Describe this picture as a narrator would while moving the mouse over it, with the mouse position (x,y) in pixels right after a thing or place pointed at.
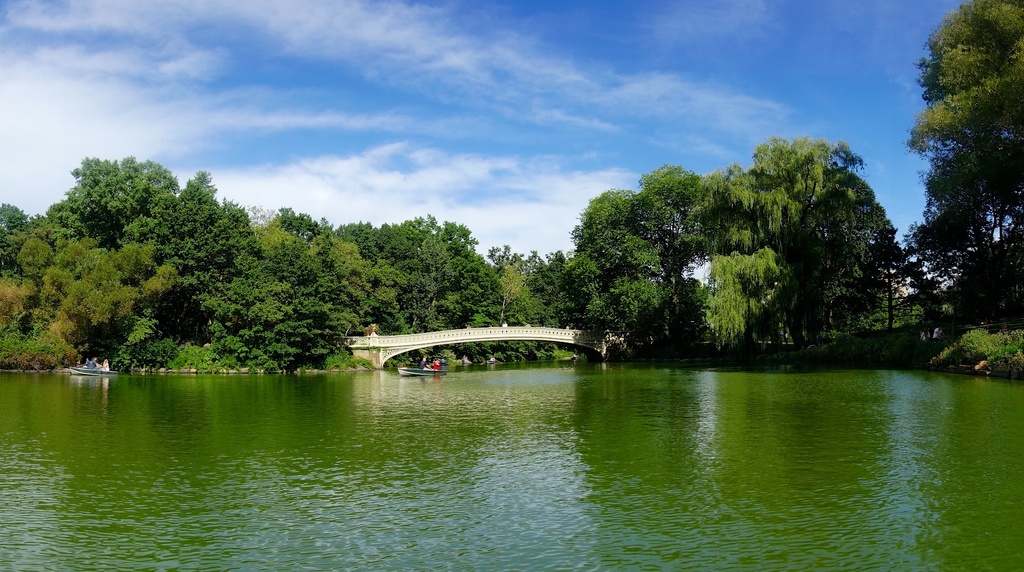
There is a lake (565,448) at the bottom of this image (472,436) and there is a bridge (463,332) and some trees (416,298) in the background (508,298). There is a cloudy sky (450,116) at the top of this image (482,98).
